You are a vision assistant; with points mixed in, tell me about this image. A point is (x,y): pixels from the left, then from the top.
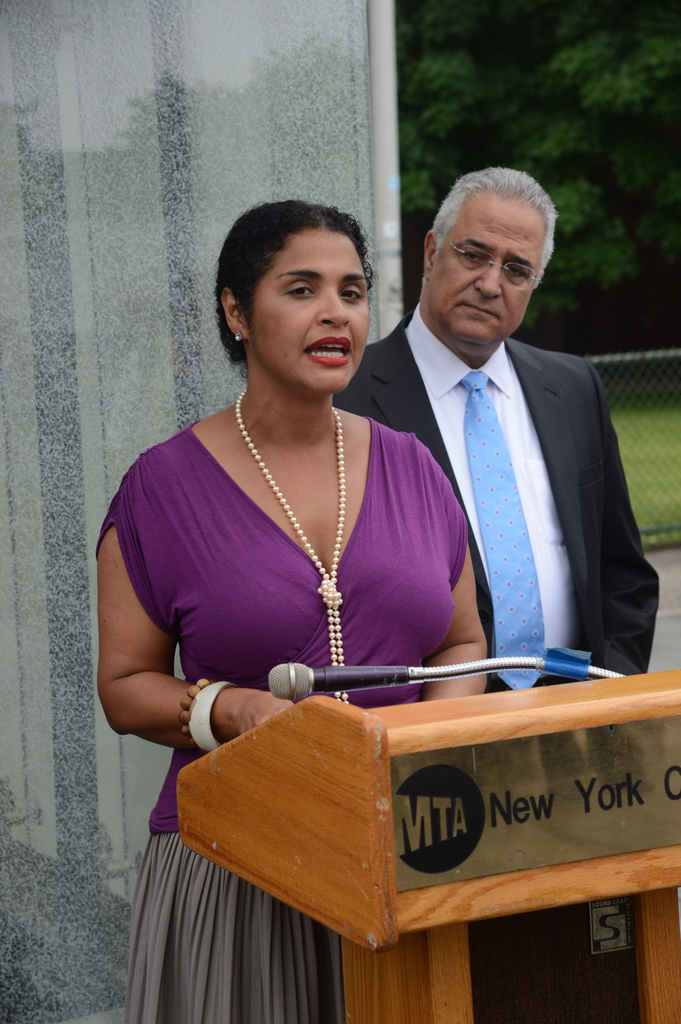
In this picture we can see a man (558,445) and a woman (458,506). There is a podium (561,839) and a mike (336,674). In the background (137,768) we can see wall (136,230), welded wire mesh (642,479), and trees (653,153).
